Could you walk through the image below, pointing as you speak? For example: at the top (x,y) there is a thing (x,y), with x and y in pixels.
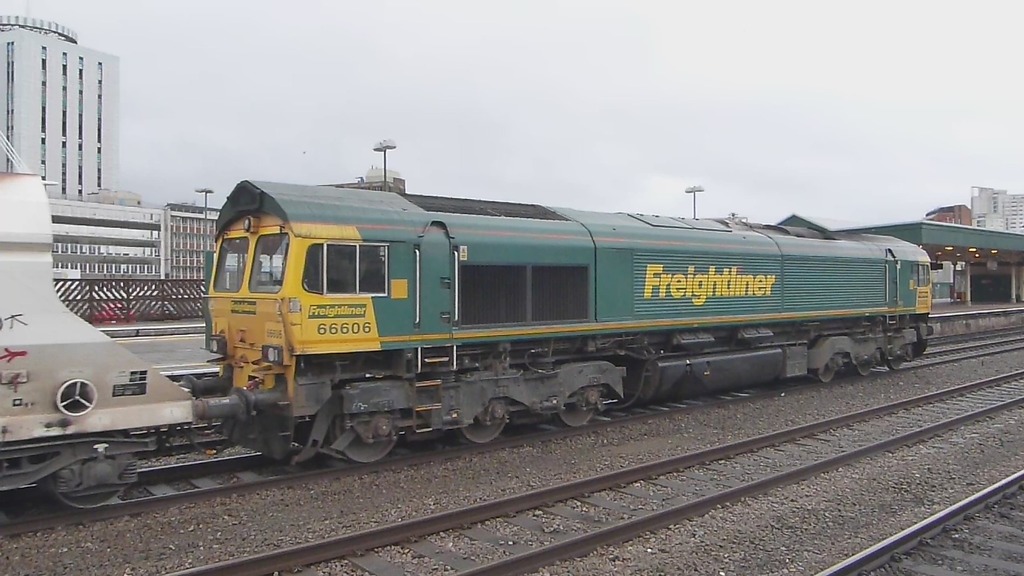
In this image in the front (796,508) there are railway tracks (696,469). In the center (404,352) there is a rail engine (577,320) on the track (506,425) and in the background (213,242) there are buildings (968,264) and poles (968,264) and the sky (612,89) is cloudy.
